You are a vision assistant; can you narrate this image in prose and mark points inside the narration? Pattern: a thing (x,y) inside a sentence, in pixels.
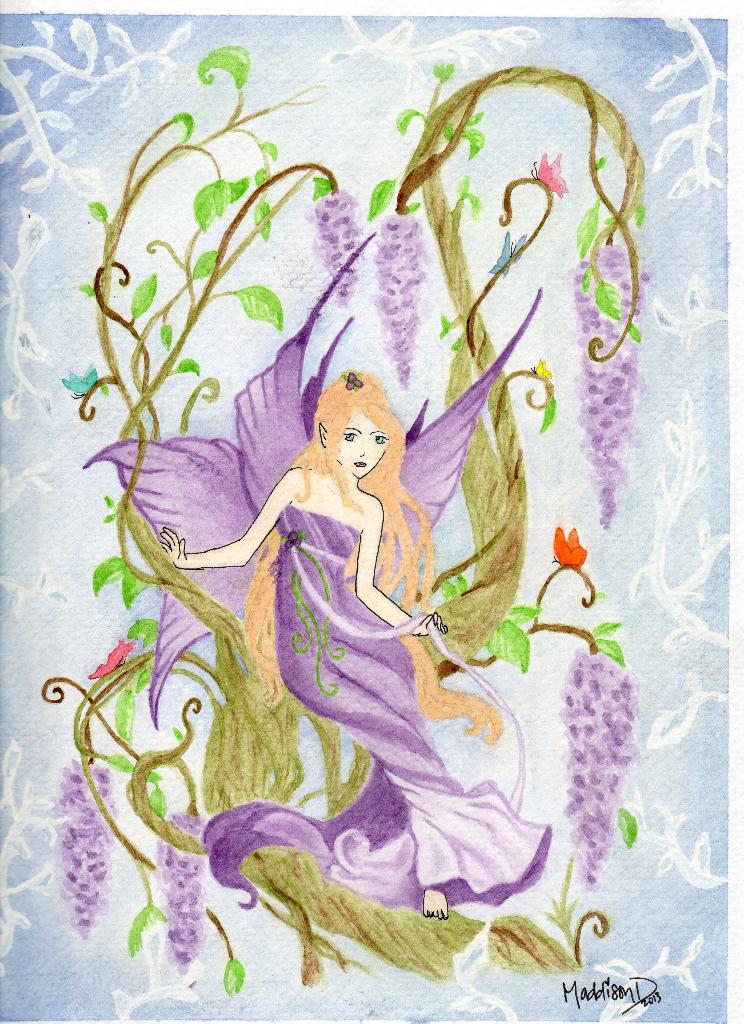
In this image there is a painting (506,565). In the painting (550,694) there is a fairy (350,586) sitting on vines (149,662). There are flowers (604,478), leaves (205,194) on the vines (212,145). In the bottom (579,986) some text (595,995) are there.
